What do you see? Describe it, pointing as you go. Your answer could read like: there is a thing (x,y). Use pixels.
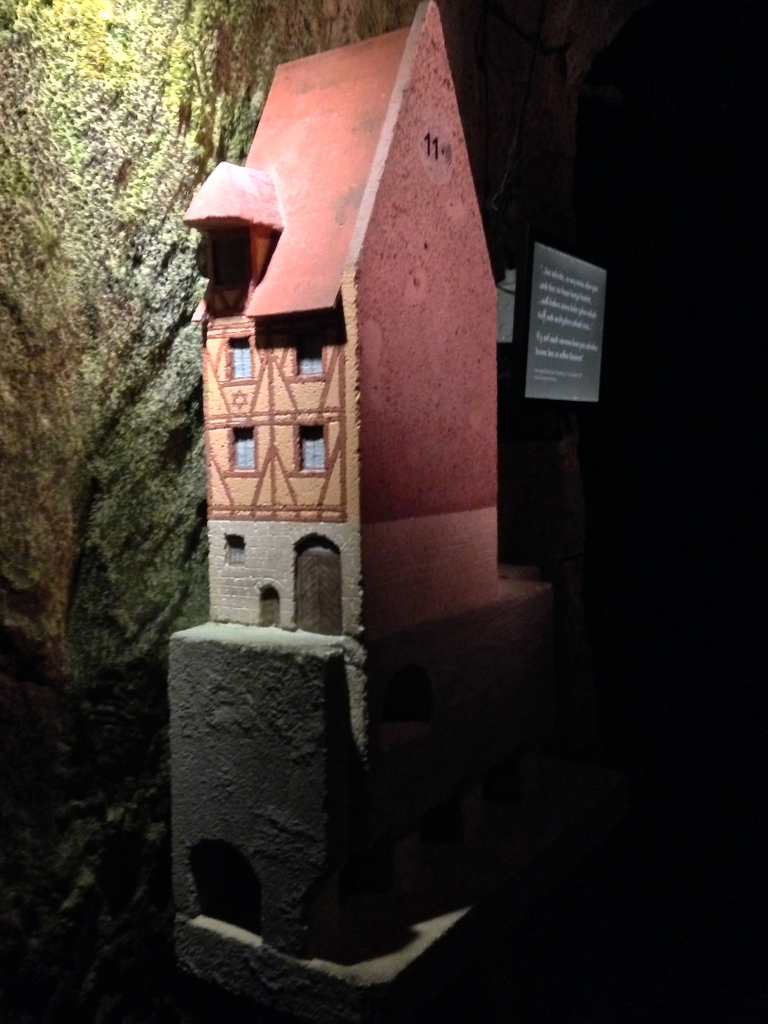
In this image in front (346,157) there is a building (353,289). Behind the building (484,364) there is a board (549,328). On the backside (74,234) there is a stone wall (76,470).
